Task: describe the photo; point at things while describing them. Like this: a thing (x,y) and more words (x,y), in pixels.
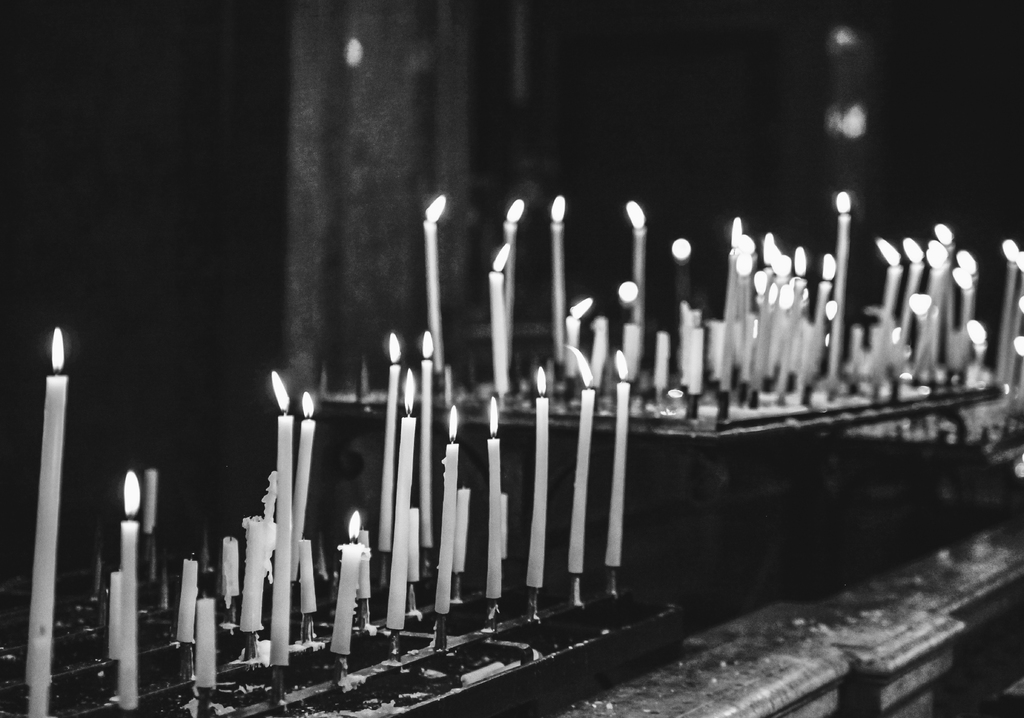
In the picture we can see a desk (170,639) on it, we can see many candles (124,651) with fire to it and beside also we can see another table (686,419) with many candles (562,315) and fire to it.
